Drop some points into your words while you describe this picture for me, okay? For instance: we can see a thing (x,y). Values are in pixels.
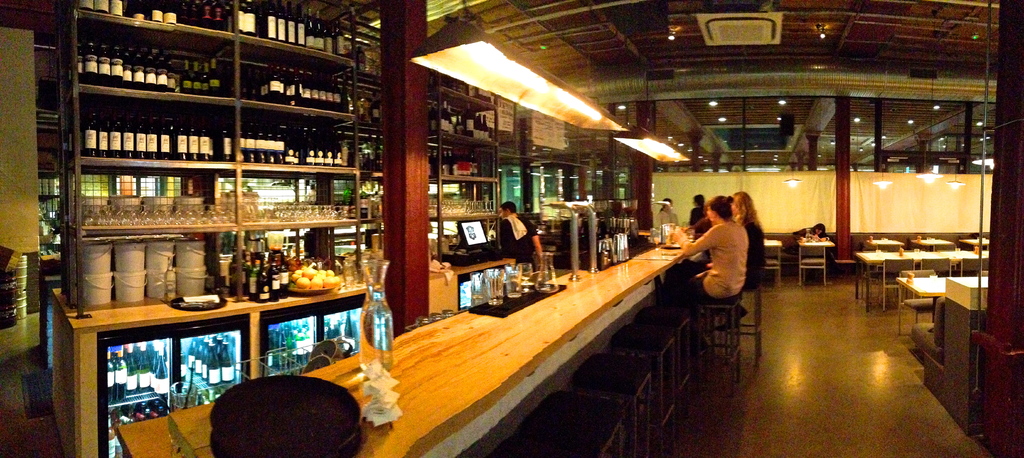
In this picture there are three persons (712,246) sitting on a stool (707,302) and there is a table (668,253) in front of them which has few objects (667,247) on it and there are few wine bottles (436,167) and glasses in front of them and there are few other persons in the background (501,219) and there are few tables (922,253) and chairs (931,264) in the right corner (923,262).
